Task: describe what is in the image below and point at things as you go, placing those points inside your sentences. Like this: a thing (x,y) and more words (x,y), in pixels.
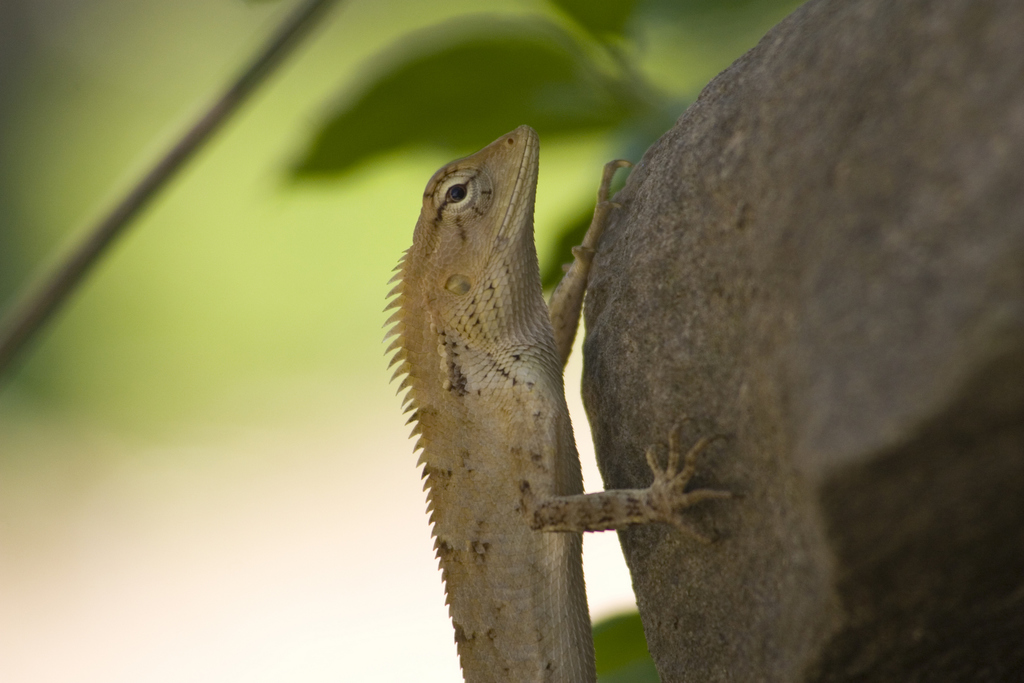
In this image I can see a stone (687,299) on the right side (719,430) and on it I can see a lizard (474,441). In the background (355,116) I can see few leaves (356,131) and I can also see this image is little bit blurry.
